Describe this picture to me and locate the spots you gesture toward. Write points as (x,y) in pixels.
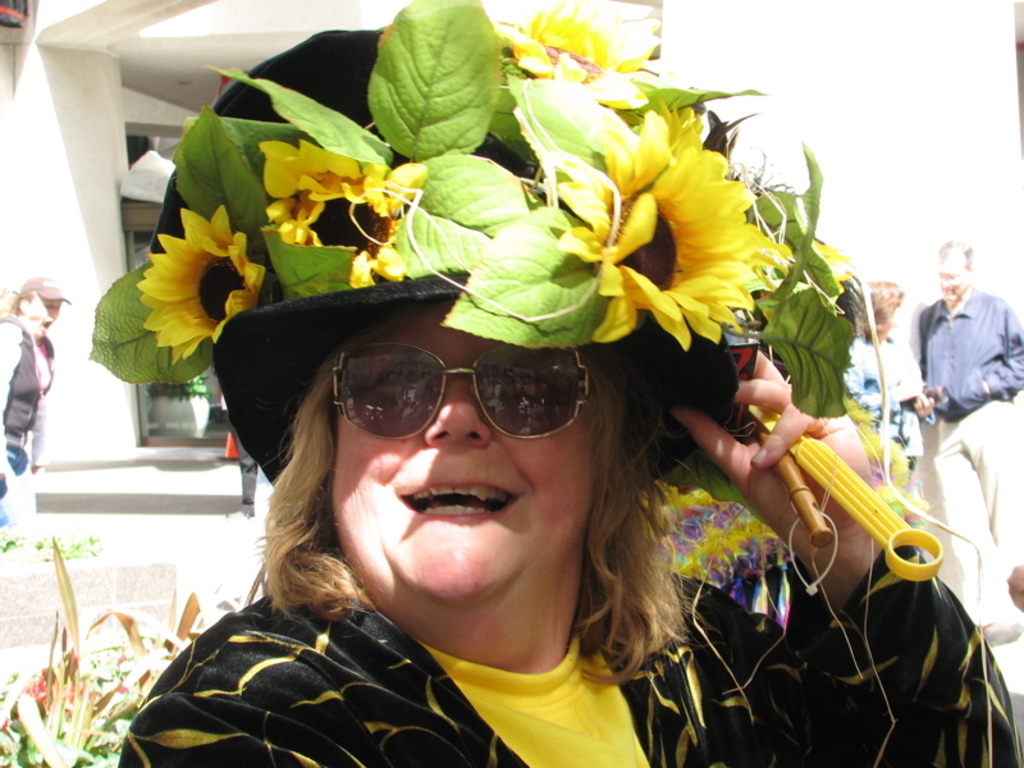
This picture seems to be clicked outside. In the foreground (373,662) we can see a person (647,564) wearing hat (340,56) with the flowers (219,274) and the green leaves (545,297), holding some objects (856,507) and seems to be standing. In the background (92,667) we can see the plants (111,660), group of people (46,281), safety cone like object (236,450) and the building (104,116) and some other objects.
